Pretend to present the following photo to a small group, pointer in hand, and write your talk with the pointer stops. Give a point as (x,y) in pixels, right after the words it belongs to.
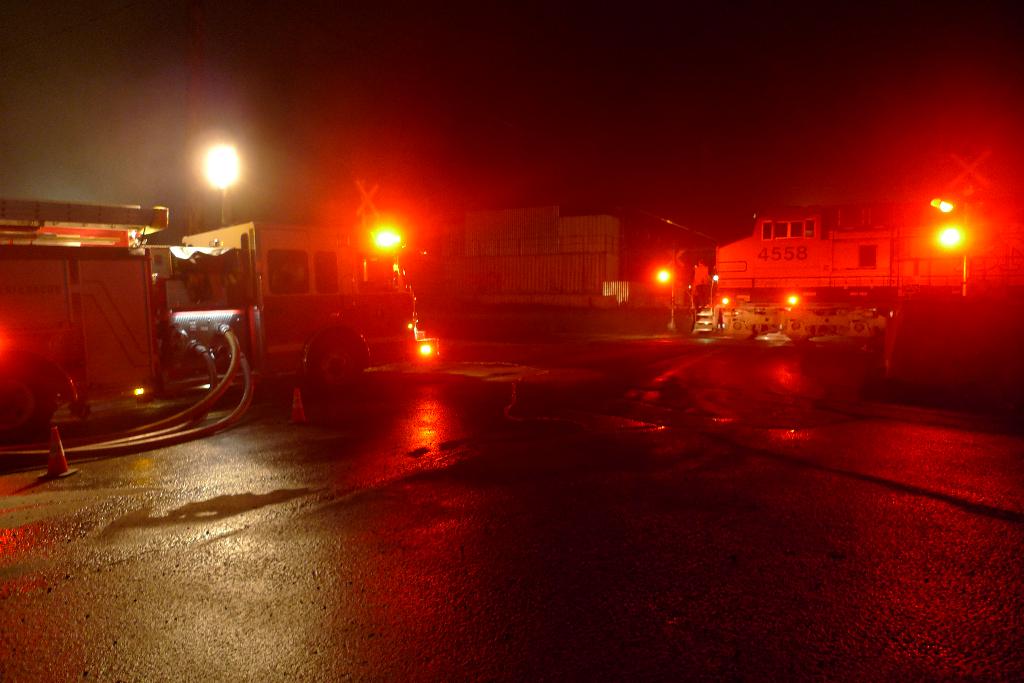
In this image we can see a vehicle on the road (380,533). We can also see some pipes (191,426) and traffic poles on the road (355,573). On the backside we can see some lights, poles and the buildings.
